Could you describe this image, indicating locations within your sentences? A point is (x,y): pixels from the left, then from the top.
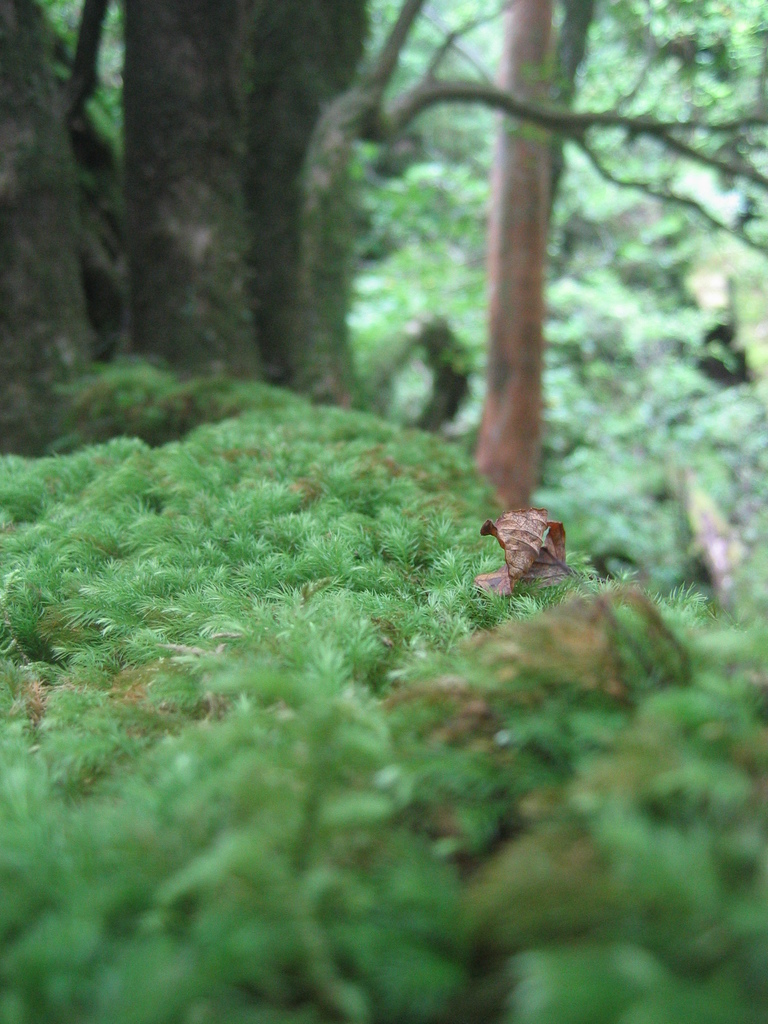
In this picture we can see grass (388,744) and in the background (540,492) we can see trees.
